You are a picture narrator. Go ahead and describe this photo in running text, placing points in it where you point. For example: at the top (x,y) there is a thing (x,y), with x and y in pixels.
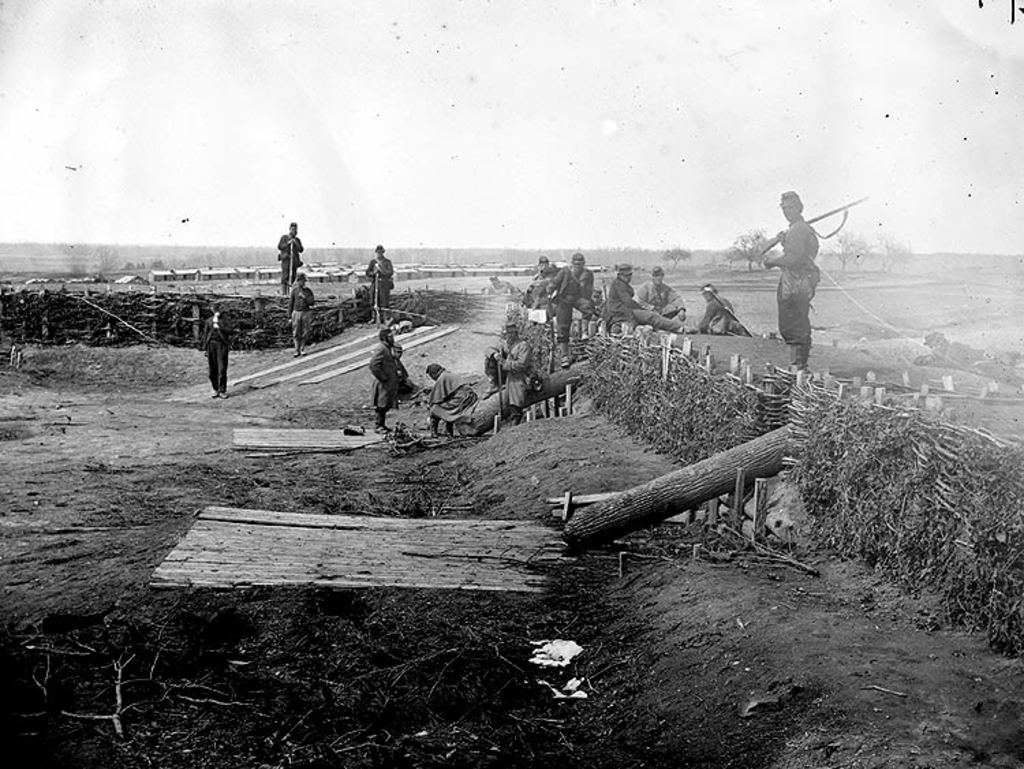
This is a black and white image. In this image we can see people (296,236) standing on the ground (267,351) and holding guns (291,269) in their hands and some are sitting on the ground (393,429). In addition to this we can see trees (670,261), sky (475,224), wooden fences (531,324) and wooden planks (276,530) on the ground (67,368).
